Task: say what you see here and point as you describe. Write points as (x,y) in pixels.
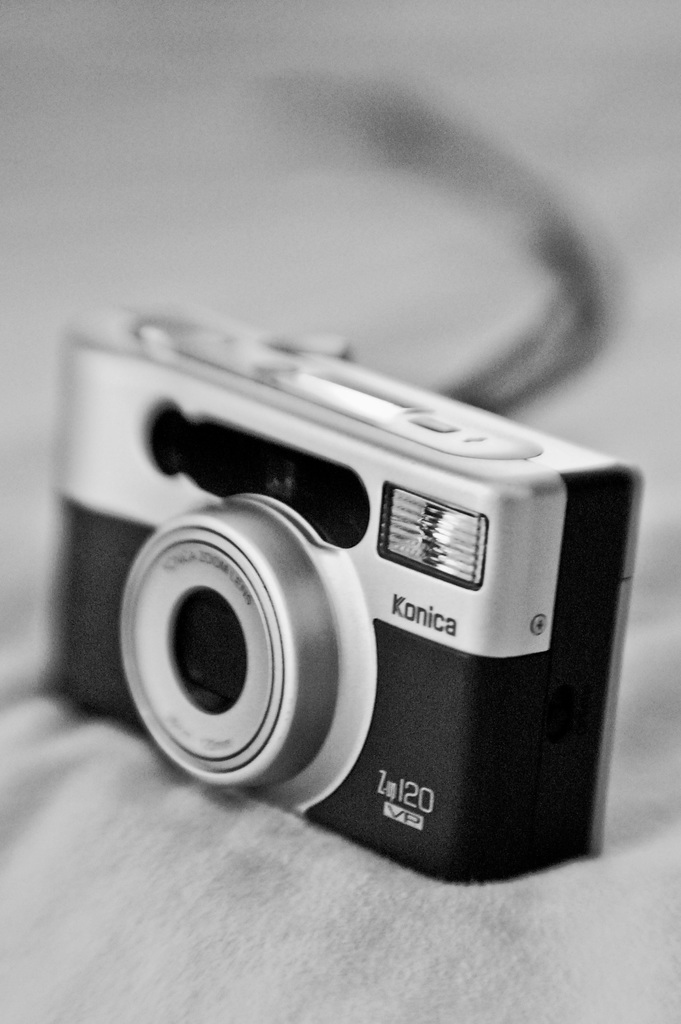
In this image I can see a camera (406,689). The background (132,47) is blurred and this is a black and white image.
